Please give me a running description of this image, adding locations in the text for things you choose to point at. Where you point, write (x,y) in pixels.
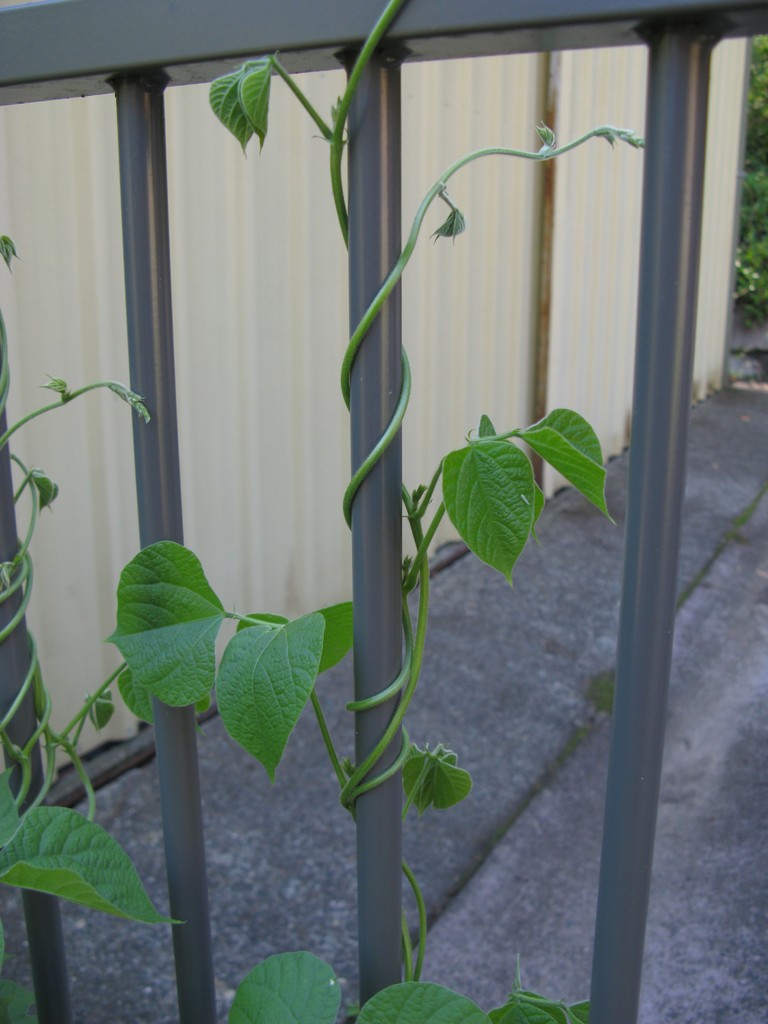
In this picture there is a creeper (278,955) on the railing (703,159). At the back (618,375) there are plants (766,87) and there is a wall (706,270).
